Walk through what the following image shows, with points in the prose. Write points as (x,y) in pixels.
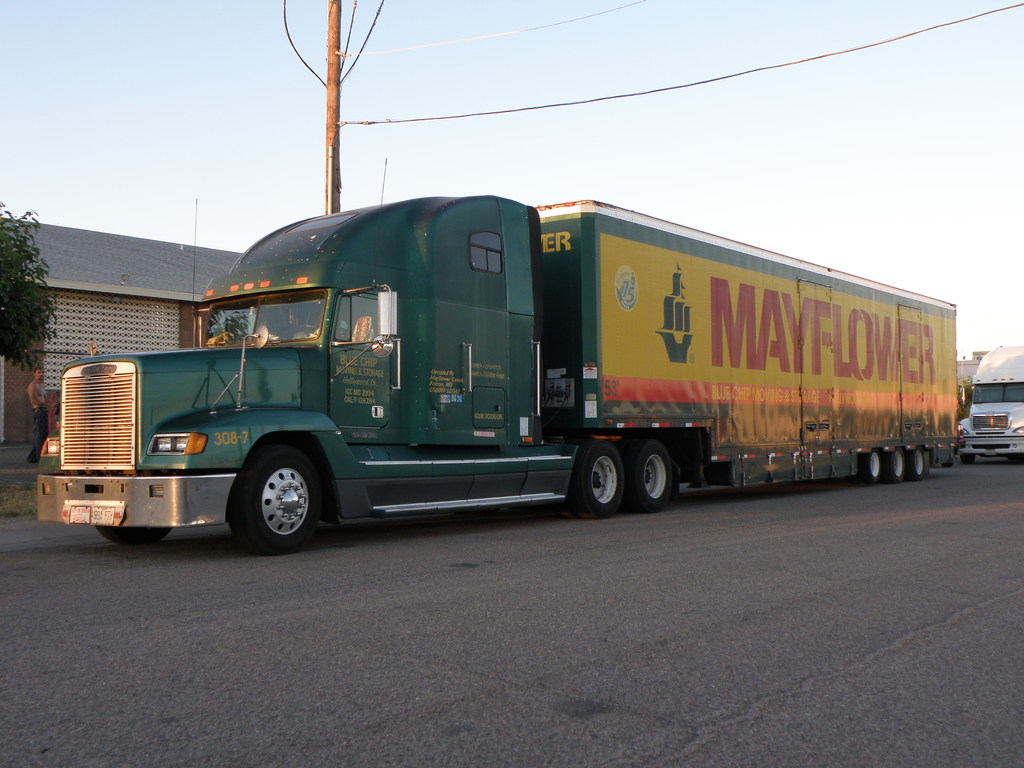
In the image we can see there are vehicles (134,444) parked on the road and behind there is a building (64,341). There is an electrical wire pole (333,159).
